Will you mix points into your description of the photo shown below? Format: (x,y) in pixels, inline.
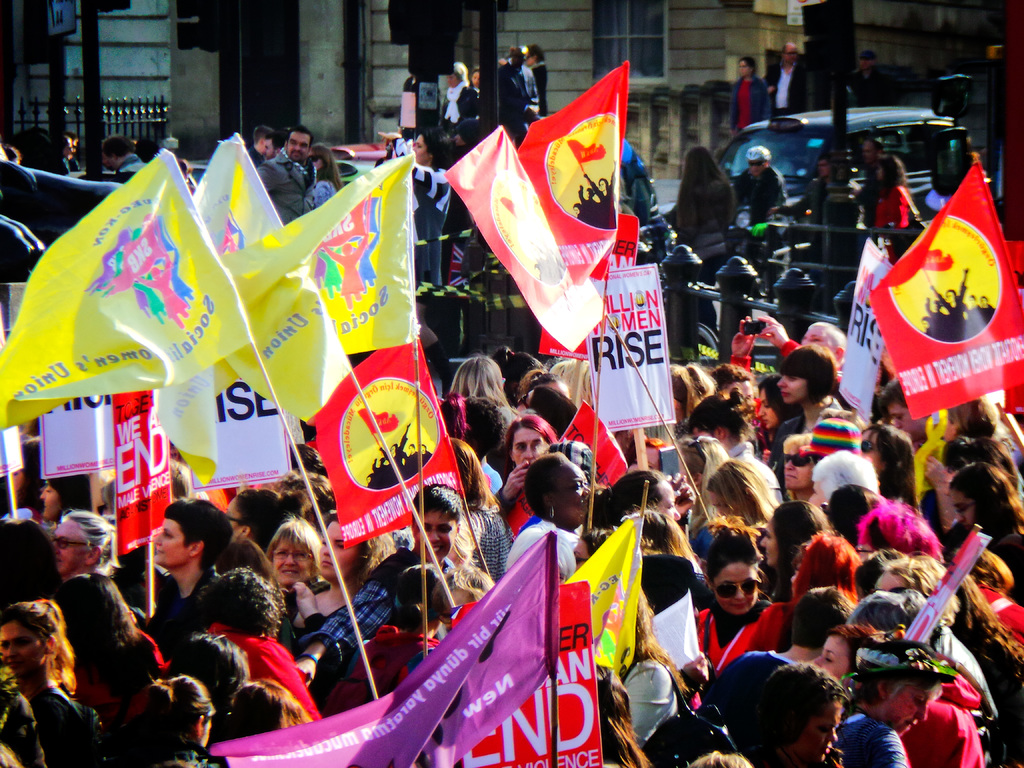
In this picture we can see the group of persons (790,471) were holding a flag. In the background (811,154) there is a vehicle (800,162) which is parked near to the poles (839,209), beside that there are two persons (767,102) were walking on the road (665,179). At the top (692,90) we can see the building (550,76). In the top left corner (133,124) there is a fencing (20,117), beside that we can see black pole (88,128).
